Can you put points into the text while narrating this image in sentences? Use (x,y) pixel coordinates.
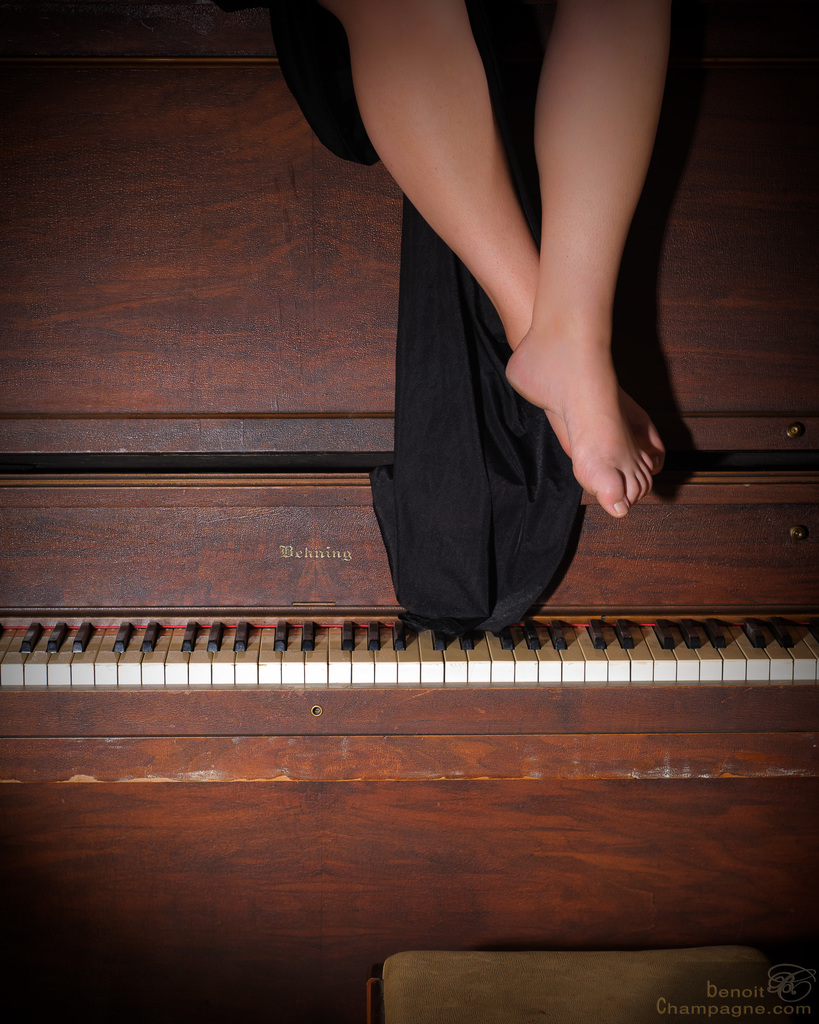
In this picture we see legs (634,34) of a person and a piano (484,790).
